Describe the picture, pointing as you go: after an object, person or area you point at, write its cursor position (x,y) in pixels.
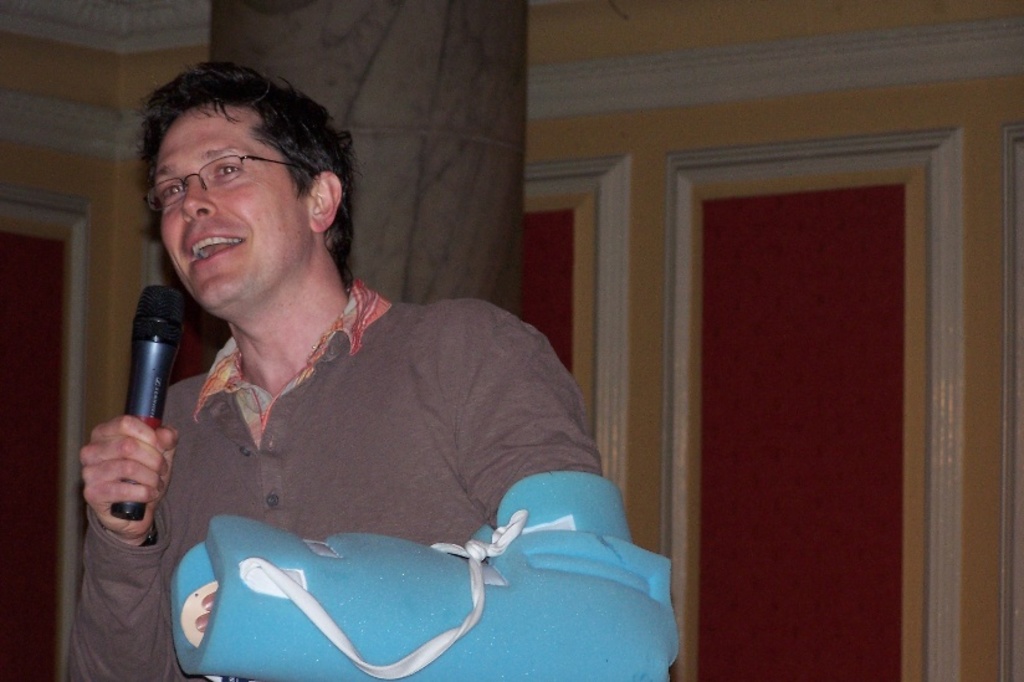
this picture is taken inside a room (798,458). There is man (481,436) standing in the room (793,470) holding a microphone (166,385) in his right hand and wearing a fracture fixation belt (252,533) in his left hand (311,573). He is wearing a brown T-shirt (355,507) and spectacles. There is pillar (371,157) and wall (539,155) behind him.
